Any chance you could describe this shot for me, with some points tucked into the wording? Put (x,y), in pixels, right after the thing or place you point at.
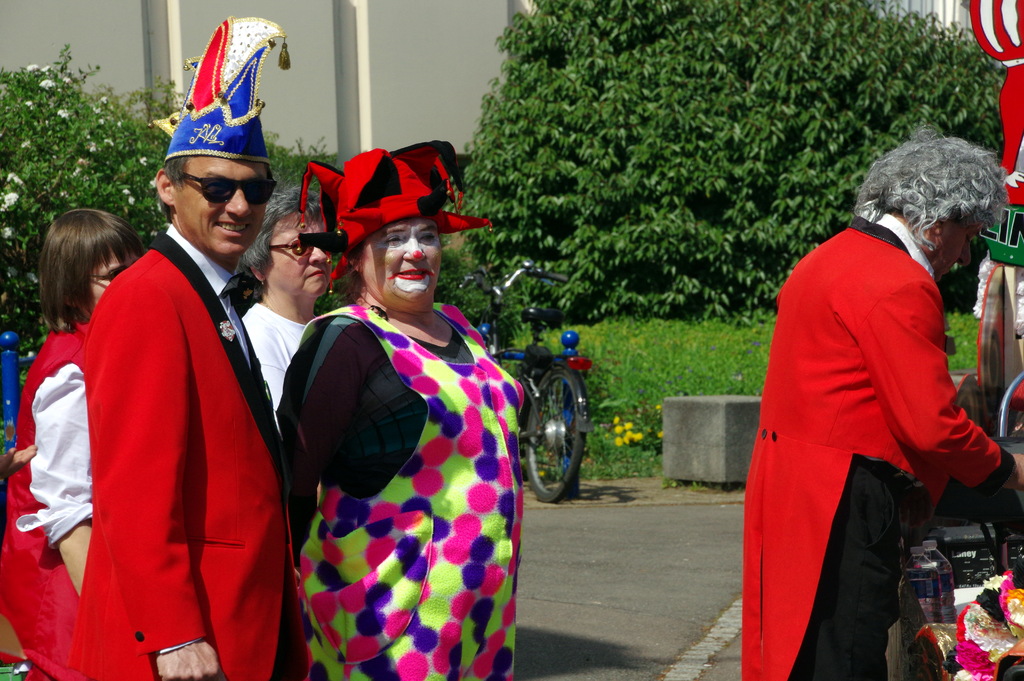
In this image there are some persons (262,470) standing at left side of this image (262,470) and there is one person (788,459) at right side of this image (864,481). There is a bicycle (547,408) in middle of this image (555,446) and there are some plants (506,266) in the background (782,197). There is a wall (366,75) at top of this image (399,81). There are some objects (971,609) kept at right side of this image (958,556).
